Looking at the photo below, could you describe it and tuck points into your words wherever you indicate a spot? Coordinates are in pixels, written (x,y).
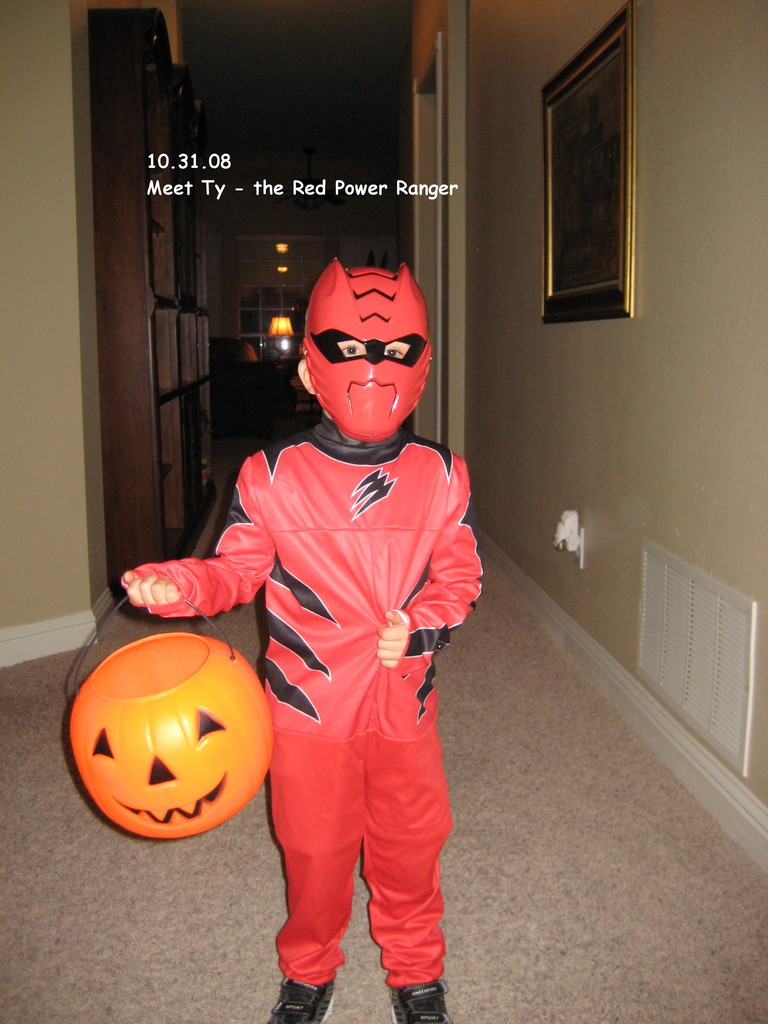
In this image, we can see a boy (303,667) standing and he is wearing a mask (428,330) on the face (367,302). He is holding an object (140,832), in the background (46,194), we can see the walls (703,219) and there is a photo frame (588,248) on the wall (657,375).
